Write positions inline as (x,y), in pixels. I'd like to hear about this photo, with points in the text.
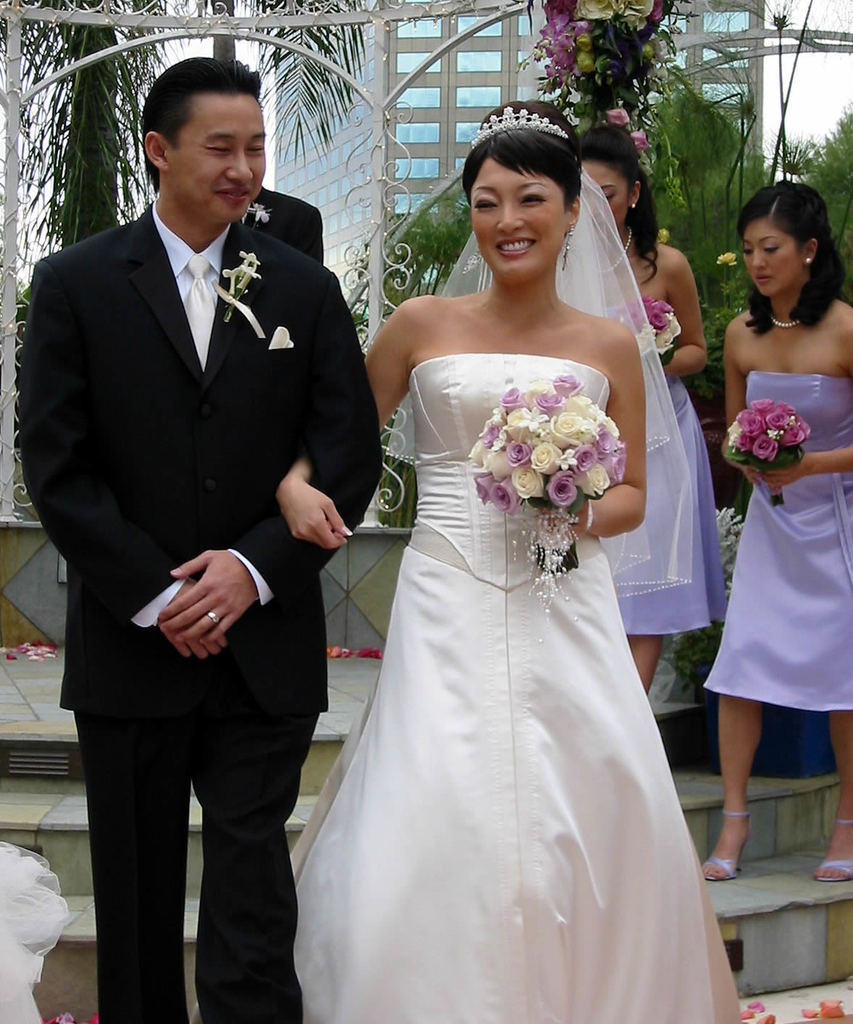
In the foreground of this picture (261,748), there is a man (259,453) in black suit (245,465) and a woman (483,599) in white dress (467,627) holding flowers (480,461). In the background (829,356), there are two women (826,352) holding flowers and we can also see trees (729,166), flowers (616,45), building (431,119), sky (790,71) and the arch (376,106).
